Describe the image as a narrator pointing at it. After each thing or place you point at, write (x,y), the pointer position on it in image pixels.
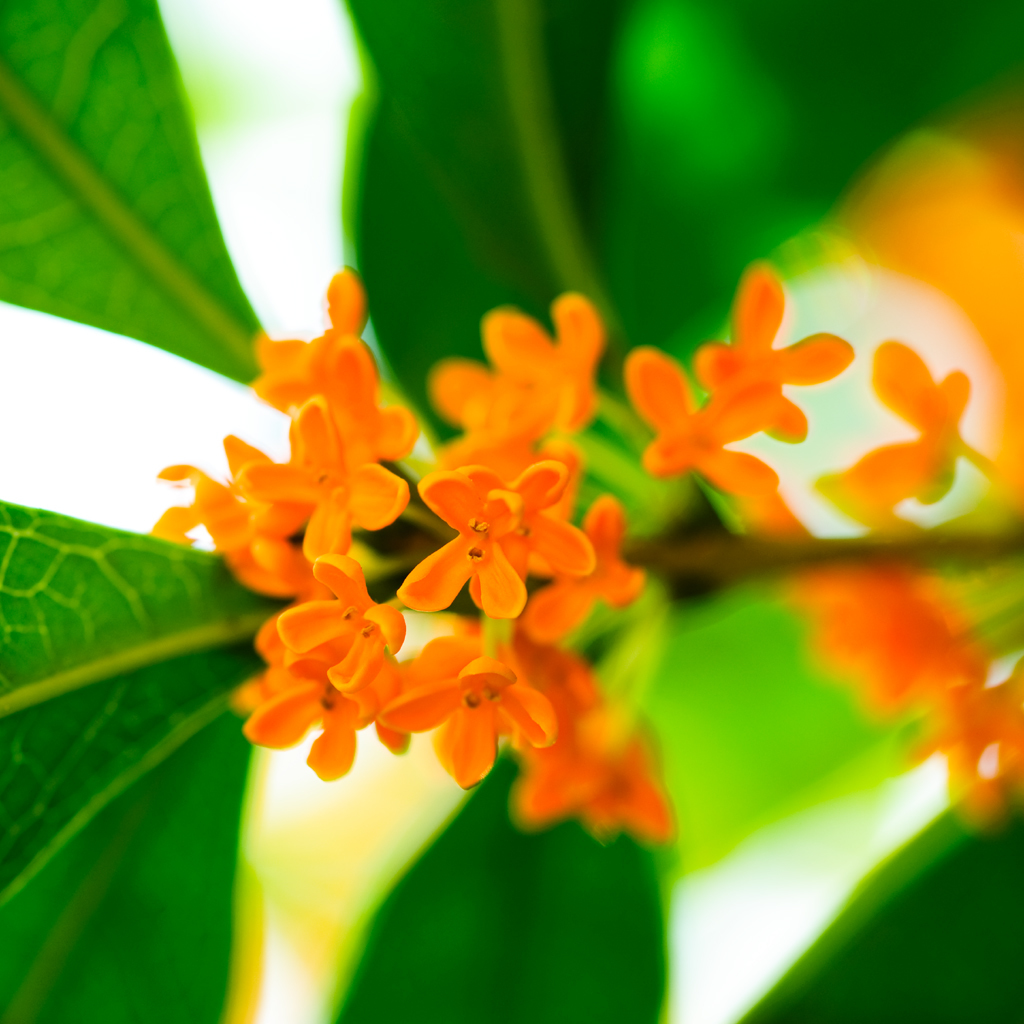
In this image there are small orange color flowers (492,517) in the middle (524,539). There are green leaves (128,594) around them.
